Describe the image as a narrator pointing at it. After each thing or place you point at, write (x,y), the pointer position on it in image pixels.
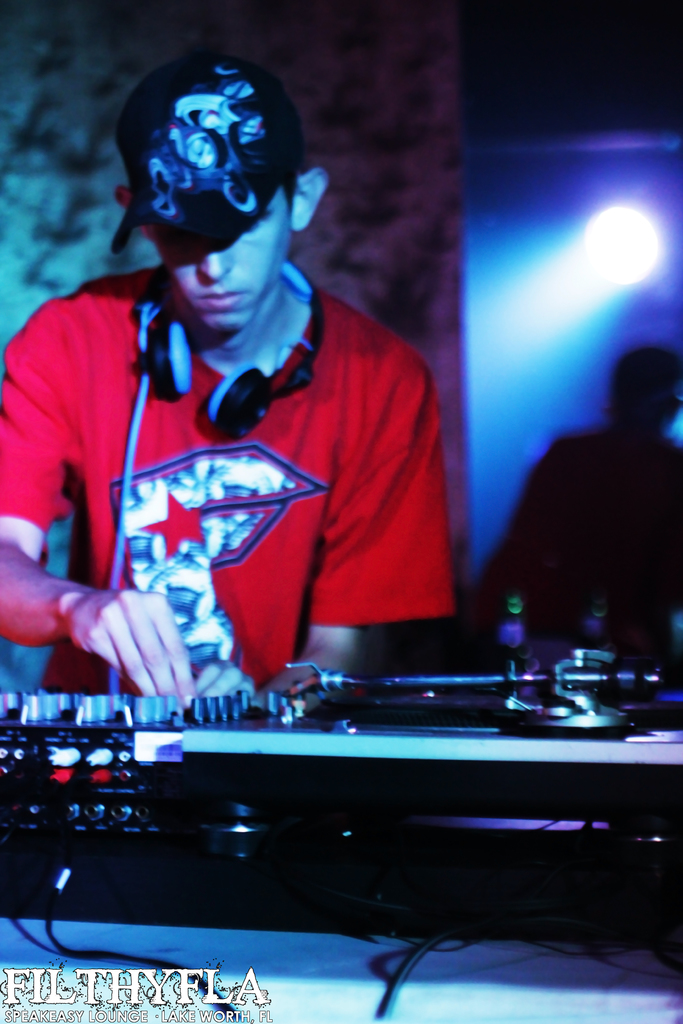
In this image I can see the person (256,473) wearing the red color dress (235,499) and cap (156,114). He is also having the headset (253,399). In-front of the person (204,670) I can see the music system (318,774). In the background (618,249) I can see the light (557,253).
